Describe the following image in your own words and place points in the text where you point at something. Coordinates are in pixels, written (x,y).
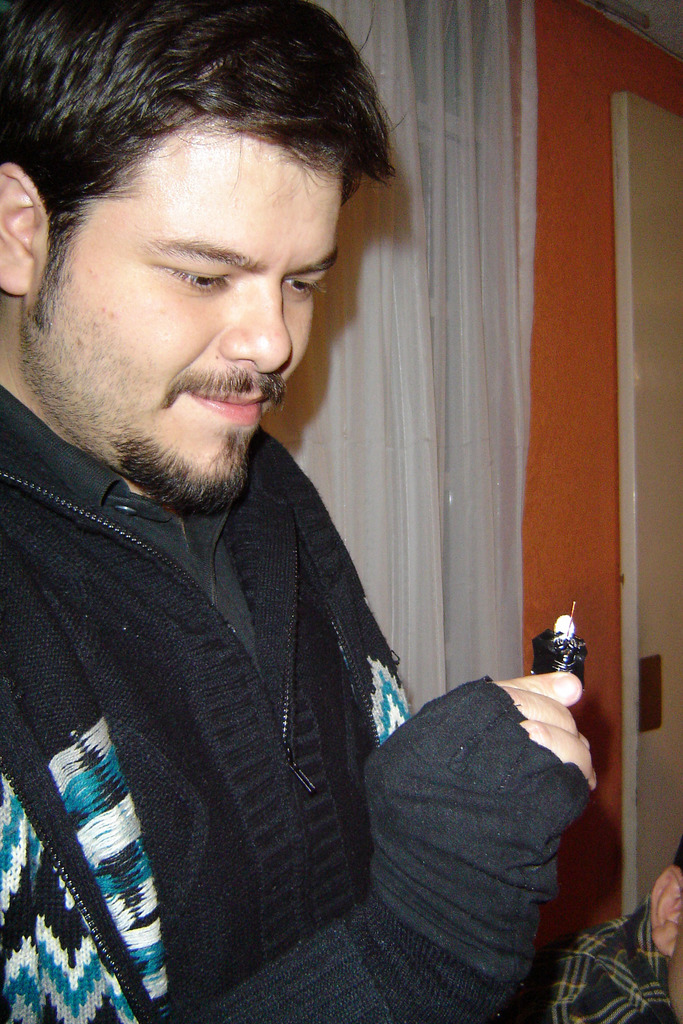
In this image a man (211,489) is holding an item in his hand (499,758), beside that man (525,931) a man (662,902) sitting, in the background (590,66) there is a wall (585,442) to that wall (543,43) there is a curtain (402,369).
